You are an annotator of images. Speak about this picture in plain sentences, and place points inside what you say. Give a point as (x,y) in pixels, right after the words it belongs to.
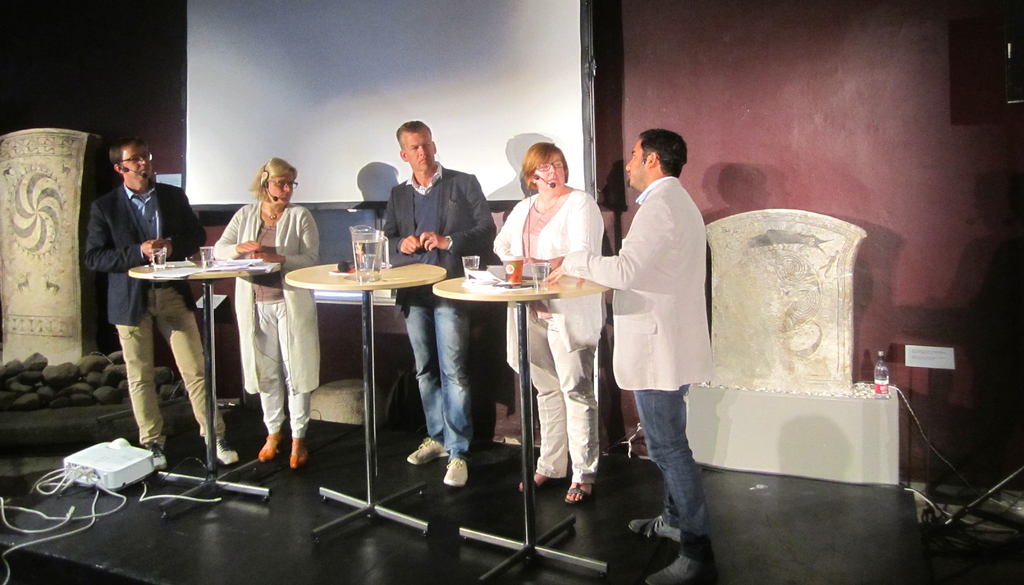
In this image, There are some tables (341,279) which are in yellow color on that table (328,278) there are some glasses (475,278) and there is a jug (361,271) in the middle (367,260), There are some people (633,285) standing around the tables (383,281), In the background (283,132) there is a white color wall (411,43) and in the right side (801,111) there is a red color wall (834,110), In the bottom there is a white color object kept on the ground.
